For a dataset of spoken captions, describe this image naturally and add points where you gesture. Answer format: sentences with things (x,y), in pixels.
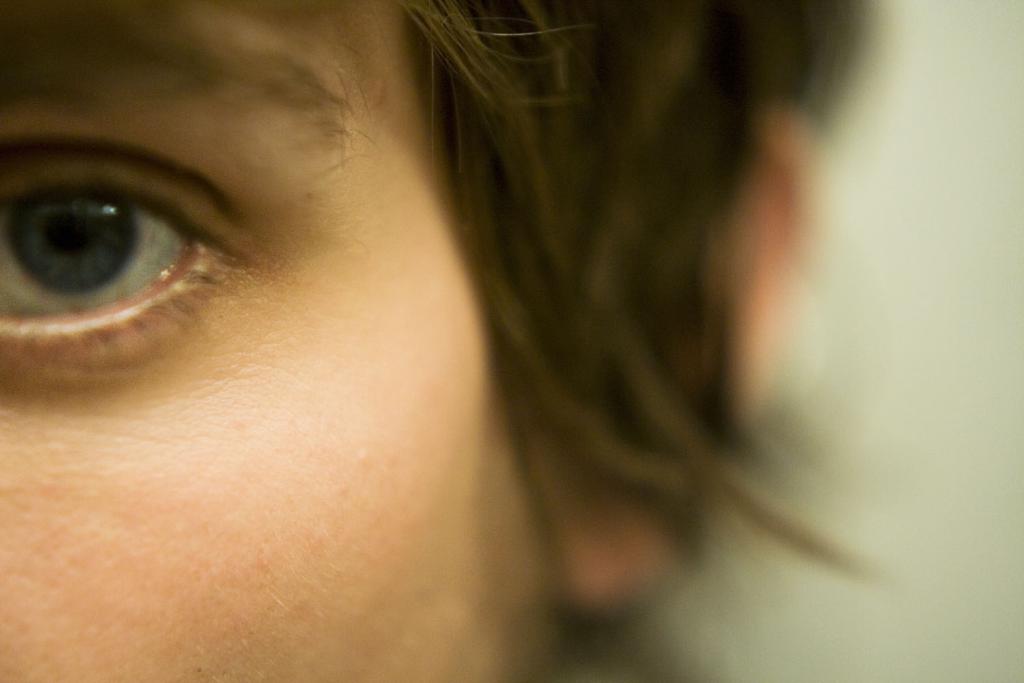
In this image, on the left side (298,176), we can see face (353,229) of a person (426,371). On the right side (953,493), we can see white color.
